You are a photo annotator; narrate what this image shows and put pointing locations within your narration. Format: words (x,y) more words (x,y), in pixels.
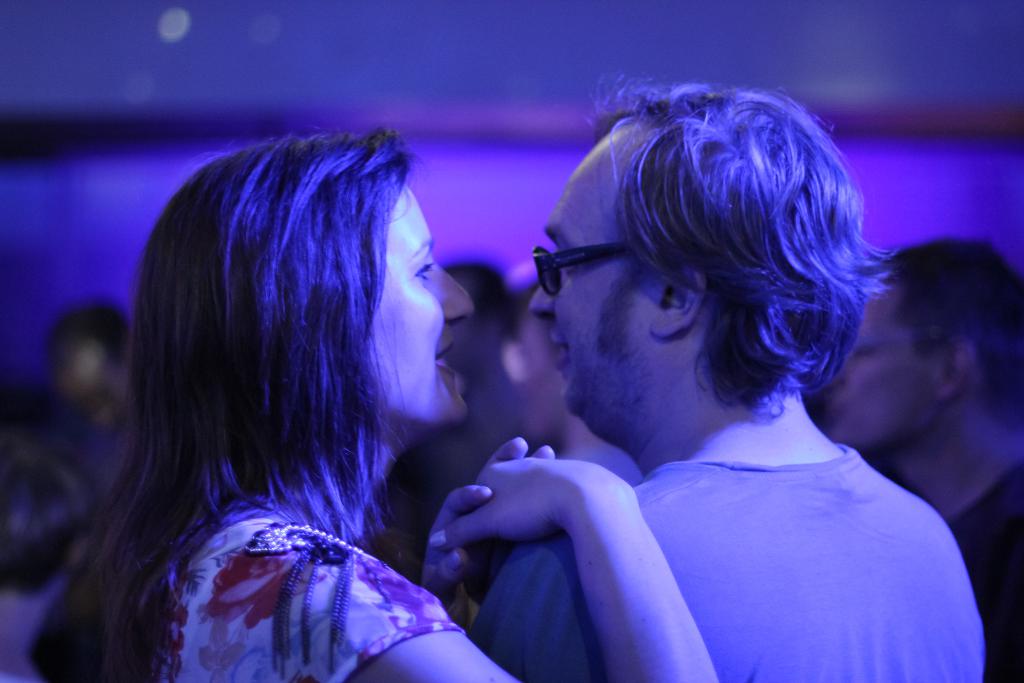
In the middle of the image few people (954,649) are standing.
